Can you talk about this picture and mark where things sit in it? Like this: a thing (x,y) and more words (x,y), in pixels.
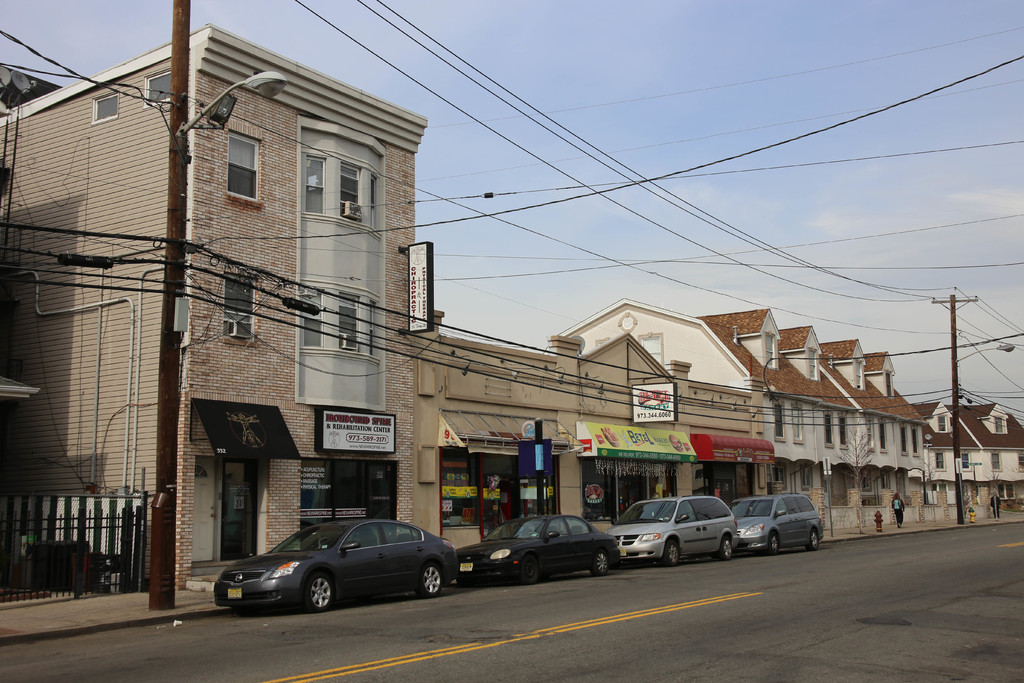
There are four cars (337,569) on the road (748,630). Here we can see poles (962,503), wires (432,361), boards (638,404), fence (79,571), buildings (221,516), hydrant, and two persons (895,509). In the background (882,203) there is sky (671,255).
